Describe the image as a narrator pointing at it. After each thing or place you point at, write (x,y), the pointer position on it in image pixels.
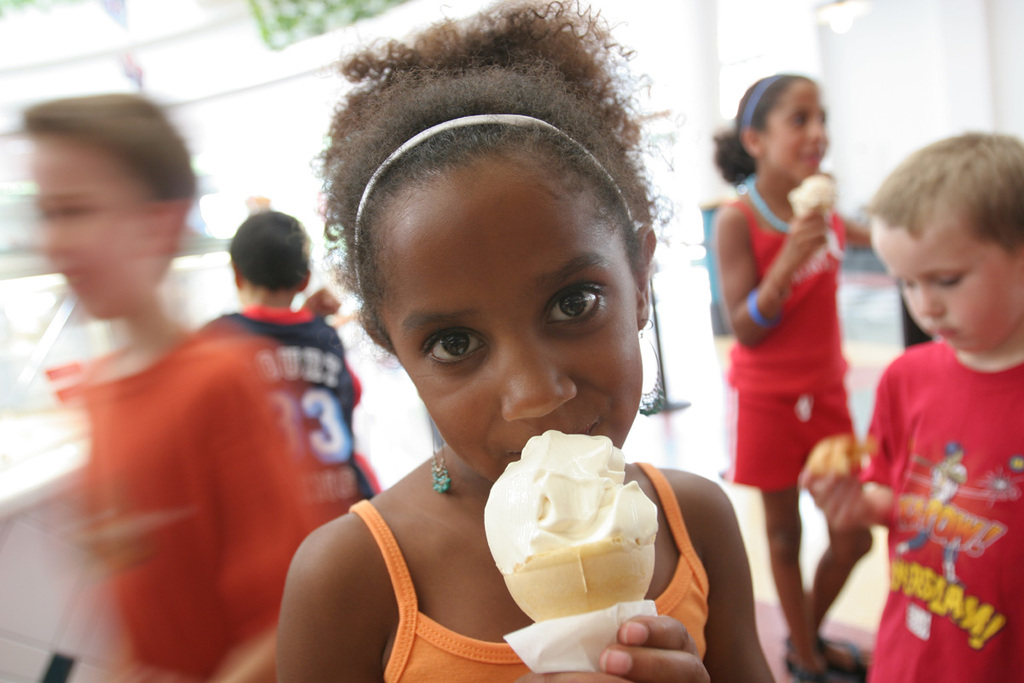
In the foreground (451,435) there is a girl (462,534) eating ice cream (543,456) and looking at the picture. At the back of her more four children (252,434) are standing. Two children (789,346) are holding ice creams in their hands (830,503). In the background (278,140) there is a wall (226,72).
